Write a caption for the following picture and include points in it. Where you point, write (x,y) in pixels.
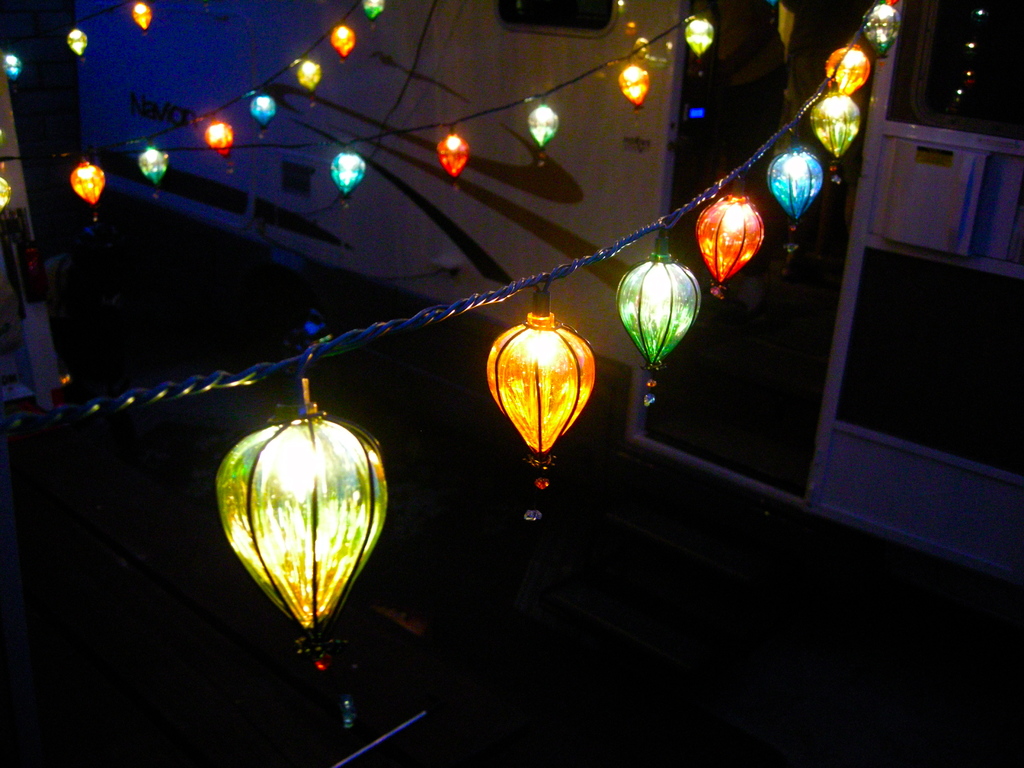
In this picture we can see the ropes (313,348) and to the ropes (383,321) there are decorative lights (353,187) and on the right side of the lights (267,121) there is a wall (478,56).
